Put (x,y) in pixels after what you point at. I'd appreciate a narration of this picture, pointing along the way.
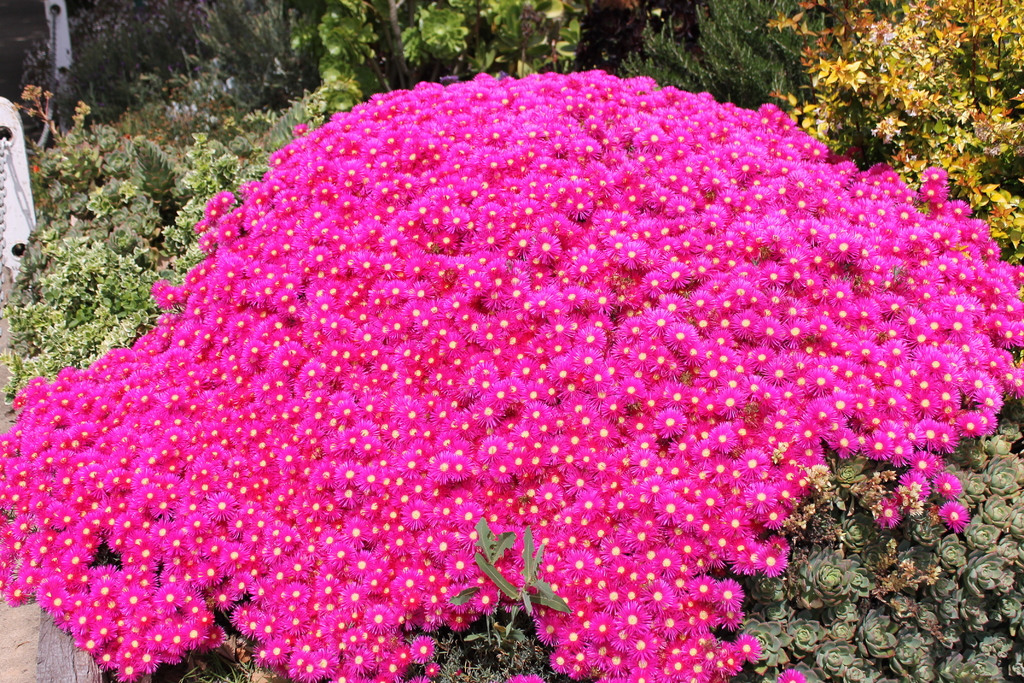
In this image we can see a bunch of flowers (494,382) and some plants (474,648) with green leaves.
